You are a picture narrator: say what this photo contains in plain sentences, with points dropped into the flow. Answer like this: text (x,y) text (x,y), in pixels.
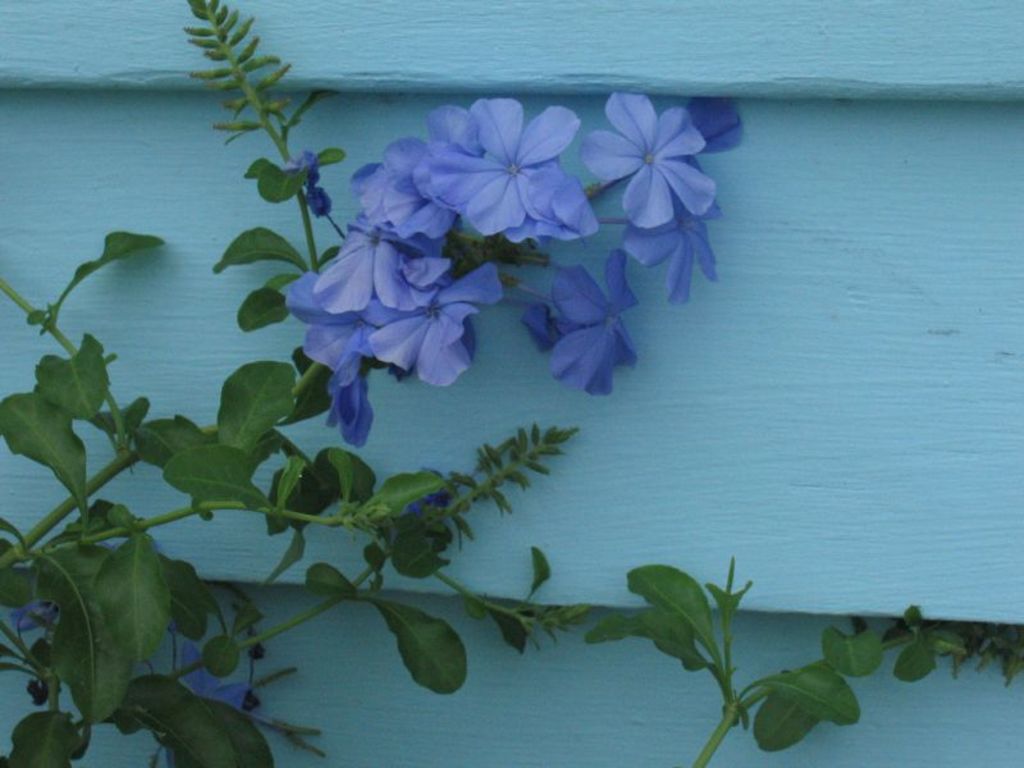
In the image there is a plant (201,456) with purple color flower (431,293) and behind the plant (456,314) there is blue color wall (455,605).
